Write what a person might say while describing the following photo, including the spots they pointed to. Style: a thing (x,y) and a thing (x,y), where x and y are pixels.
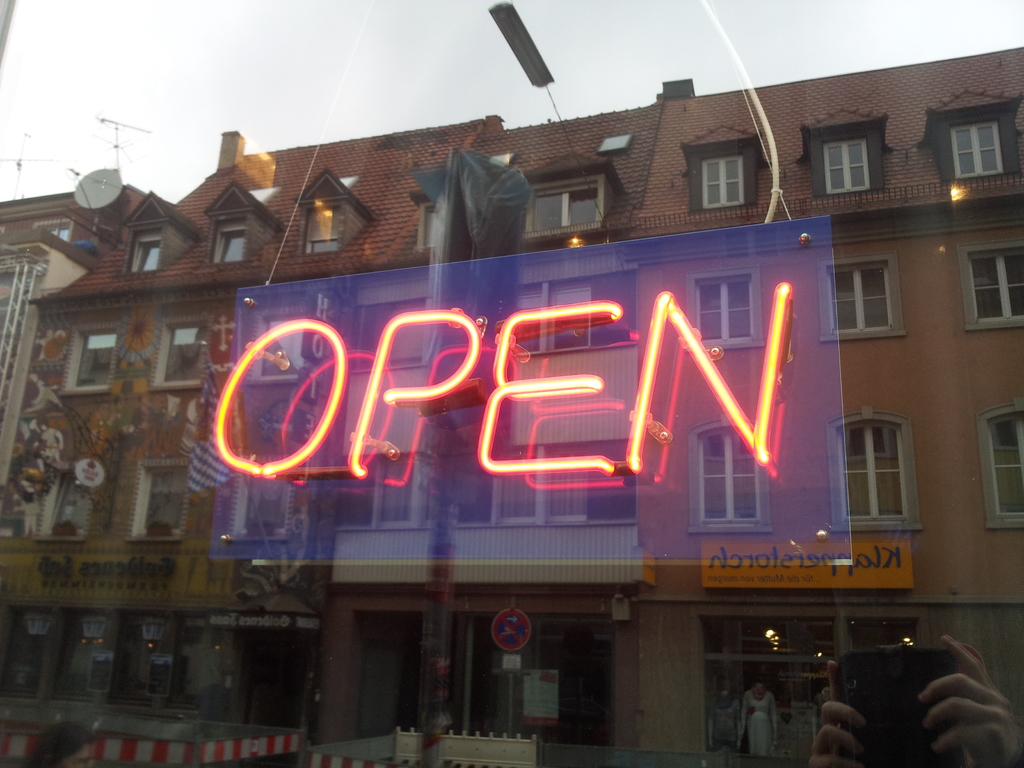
This image is taken outdoors. At the top of the image (120,51) there is a sky (327,69) with clouds (510,69). In the middle of the image (396,263) there is a building (340,607) with walls (917,440), windows (845,189), roofs (414,188) and doors (475,667). There are many boards (235,540) with text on them. On the right side of the image (917,674) a person (954,678) is holding a mobile phone (869,682) in hands (983,743).
